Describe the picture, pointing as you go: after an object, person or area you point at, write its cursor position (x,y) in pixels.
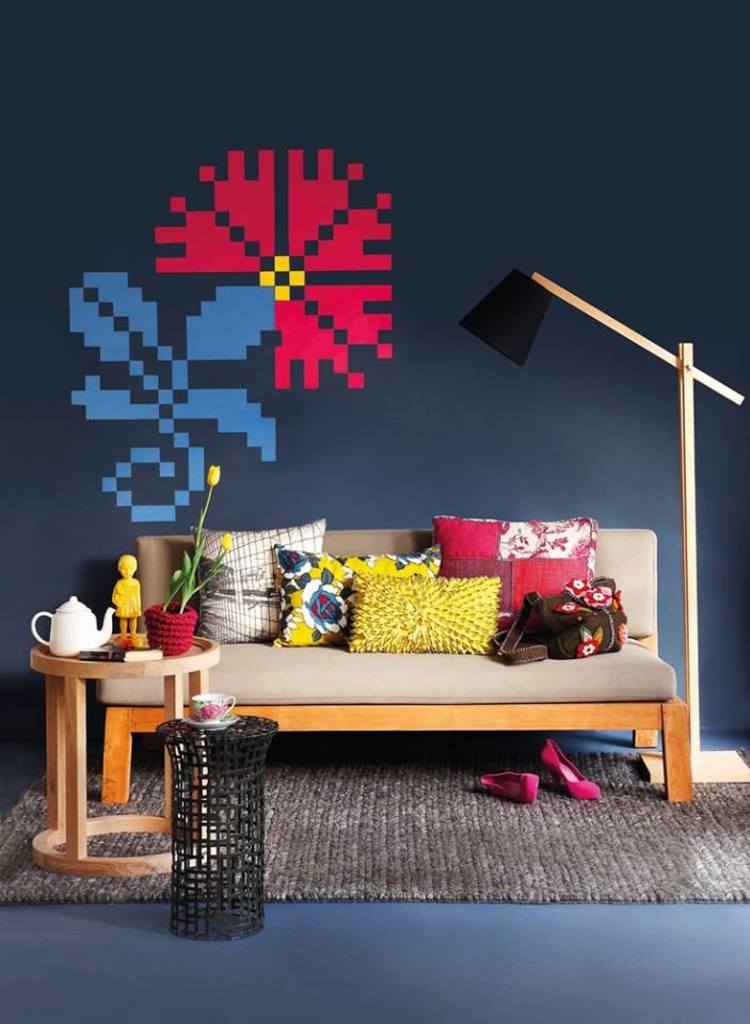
This image is clicked inside the room (413,709). There is a sofa (445,684) and pillows (454,617) on the sofas (437,676). There is art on the backside of the sofa (237,701). the sofa (253,708) is place in the middle of the room (353,792). There is small table like thing (251,848) and a cup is placed on that table (243,730) and a table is on the left side (84,841) bottom and on that table (65,681) there is a kettle (39,638) and flower pot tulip flowers (204,583). There is doormat (499,771) in the bottom (579,864). There are shoes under the sofa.
